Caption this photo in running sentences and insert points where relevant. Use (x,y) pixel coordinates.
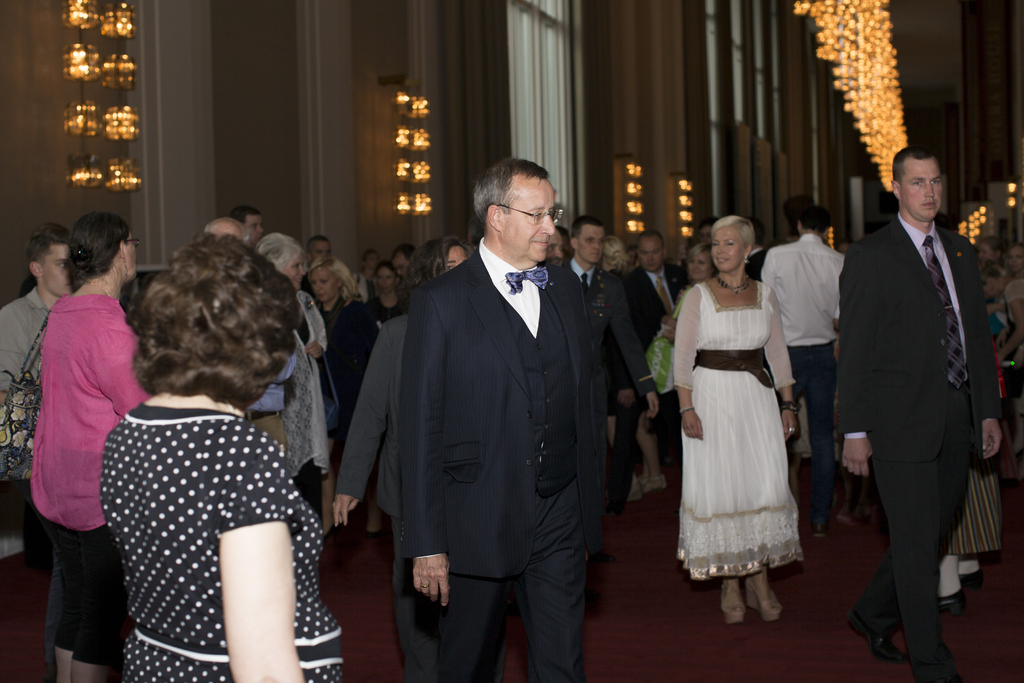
In this image there are group of persons (606,380), there is a person (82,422) truncated towards the left of the image (45,335), there are persons (189,508) truncated towards the bottom of the image (251,594), there is a person (1009,330) truncated towards the right of the image (1011,383), there are lights (863,64) truncated towards the top of the image (879,120), there is wall (260,122) truncated towards the top of the image (332,79), there are windows (570,101) truncated towards the top of the image (548,79).
